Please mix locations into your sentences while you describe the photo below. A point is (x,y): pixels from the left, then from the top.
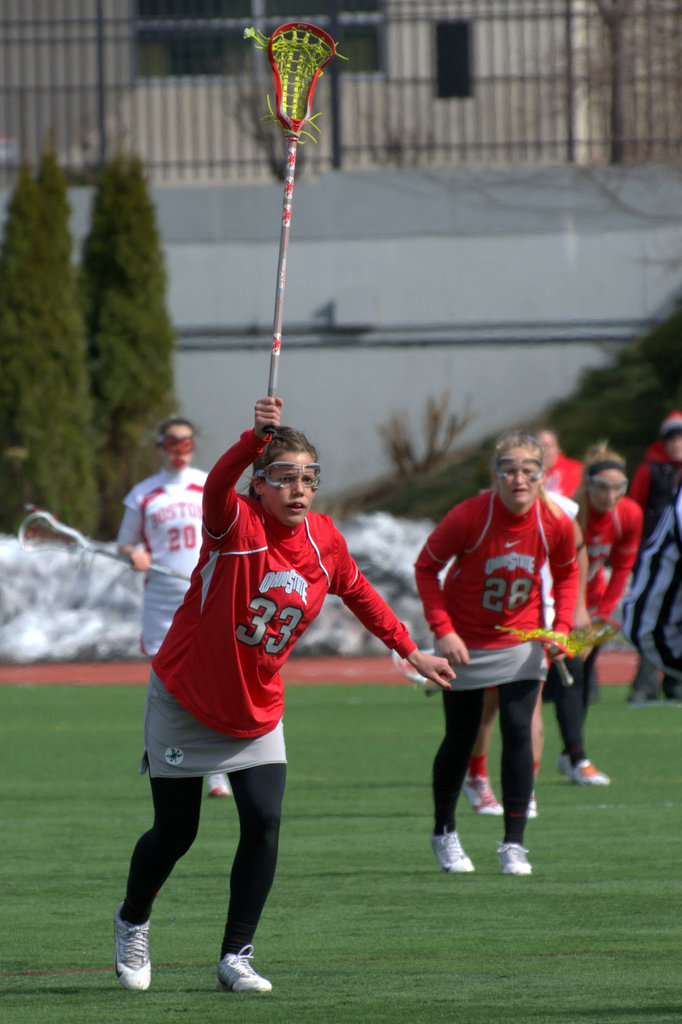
In this image I can see green ground (343,783) and on it I can see few people (653,634) are standing. I can see most of them are wearing red dress (203,649) and few of them are wearing white. I can also see something is written on their dresses (531,644) and I can see few of them are holding sticks (579,632). In background (121,406) I can see a building (155,156), few trees (139,347) and I can see this image is little bit blurry from background (574,423).
